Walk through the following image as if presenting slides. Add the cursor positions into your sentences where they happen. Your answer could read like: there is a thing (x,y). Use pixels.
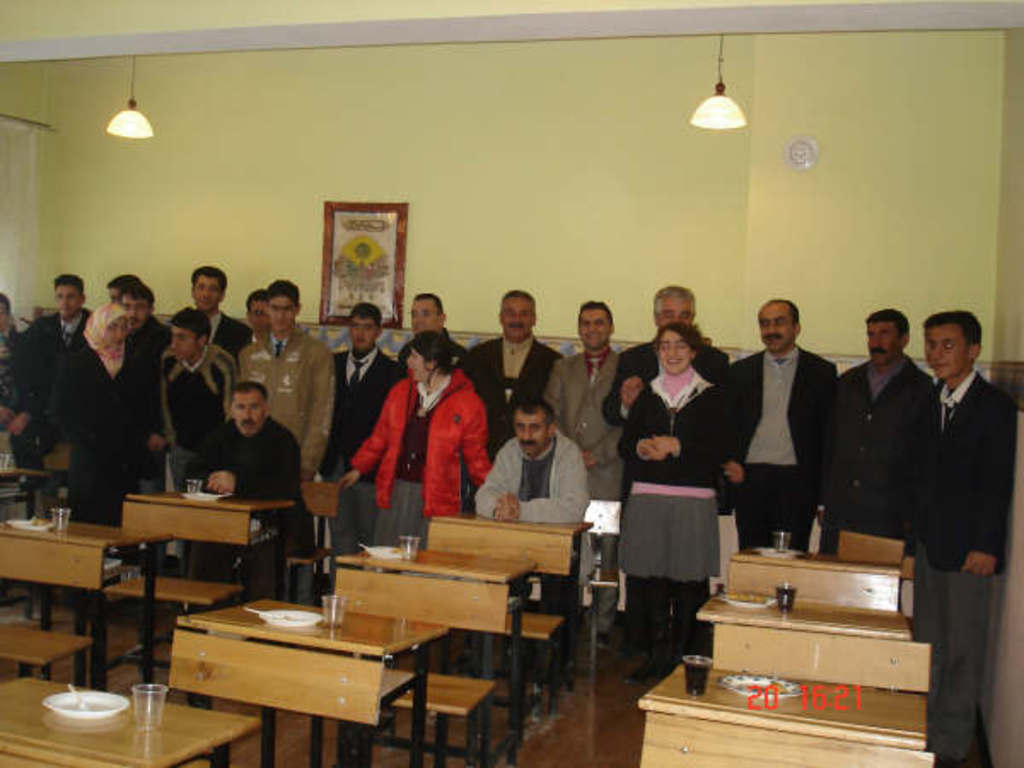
In this image i can see group of people (590,454) some are standing and some are sitting, in front of them there are few benches (505,565), a glasses (407,540) and bowl (387,551). At the background (512,280) i can see a frame (387,234) attached to a wall (445,230) on the top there is a light (705,104).
